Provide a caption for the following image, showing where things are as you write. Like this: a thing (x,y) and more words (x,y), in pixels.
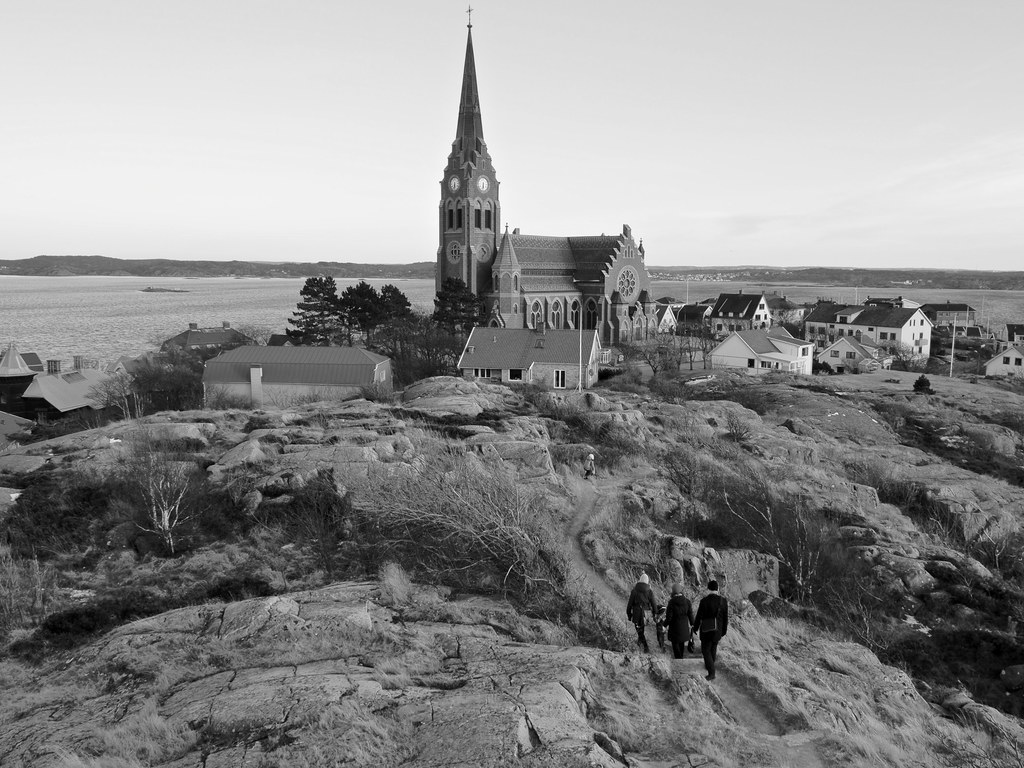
There are persons (641,580) walking on the road (717,680). Which is on the hill (358,445) on which, there are plants (385,502) and trees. In the background (664,306), there are buildings (895,346) which are having windows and roof (275,366), there are trees (458,325), mountain (69,260) and there is sky (494,102).
